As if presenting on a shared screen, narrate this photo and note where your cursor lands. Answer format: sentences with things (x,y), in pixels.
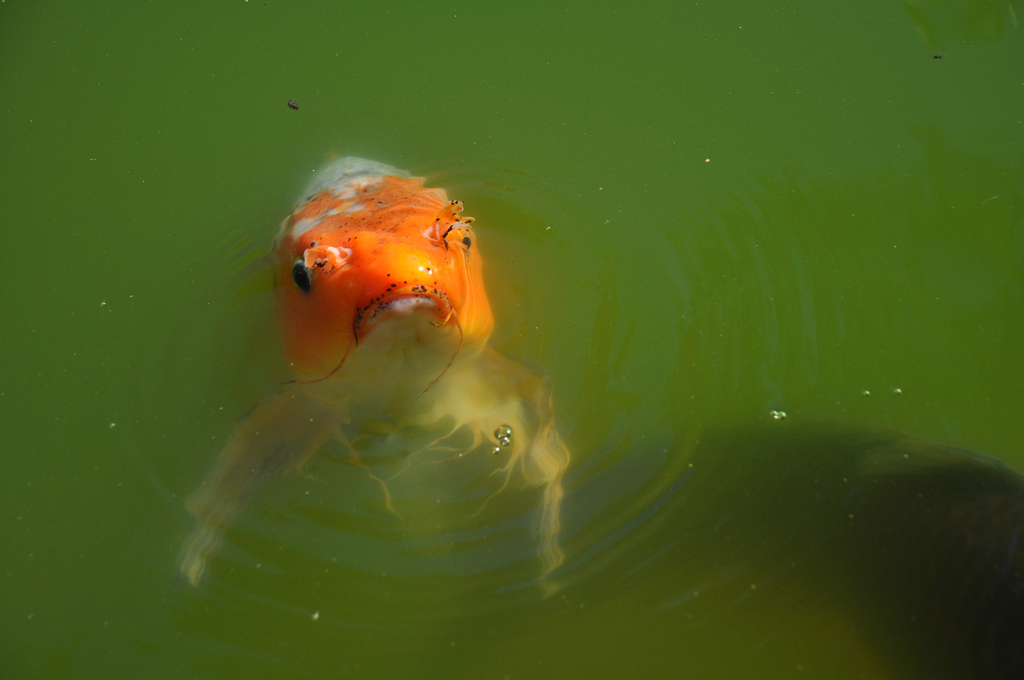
In this image we can see there is a fish (413,294) in the water (577,458).
